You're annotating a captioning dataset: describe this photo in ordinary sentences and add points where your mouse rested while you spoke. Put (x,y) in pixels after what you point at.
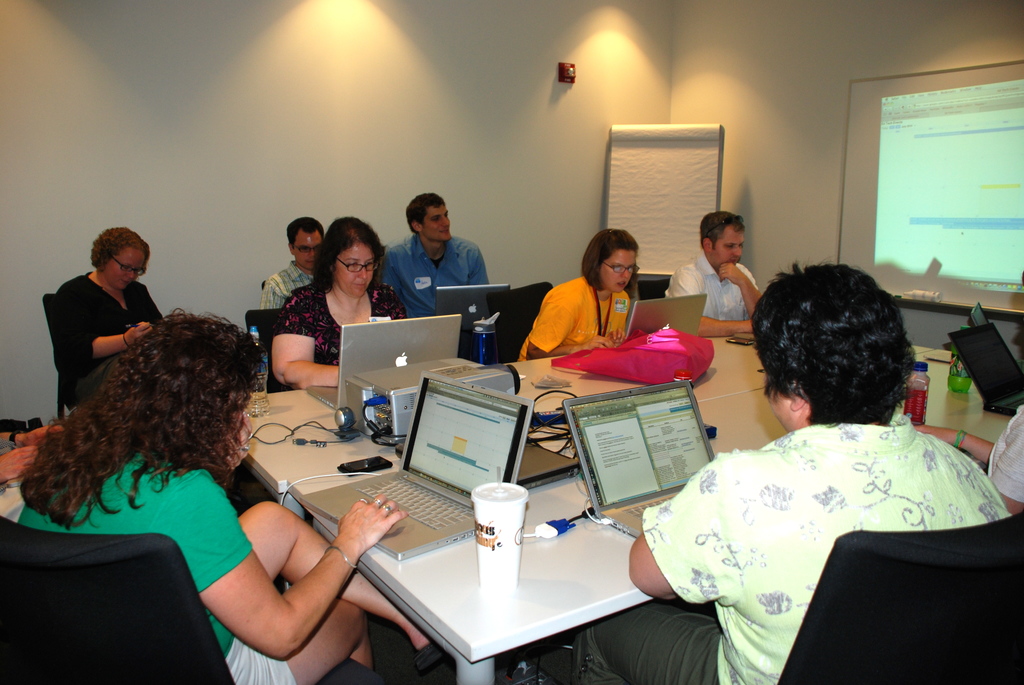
In this image we can see few persons (256,353) are sitting on the chairs (253,316) at the table (940,391). On the table (524,485) we can see laptops (446,464), projector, cables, bottles (920,401), cup (513,495) and objects (677,353). In the background (904,174) we can see a board (715,195) on a stand (683,167), screen (907,186) and an object (570,71) on the wall (602,38).
